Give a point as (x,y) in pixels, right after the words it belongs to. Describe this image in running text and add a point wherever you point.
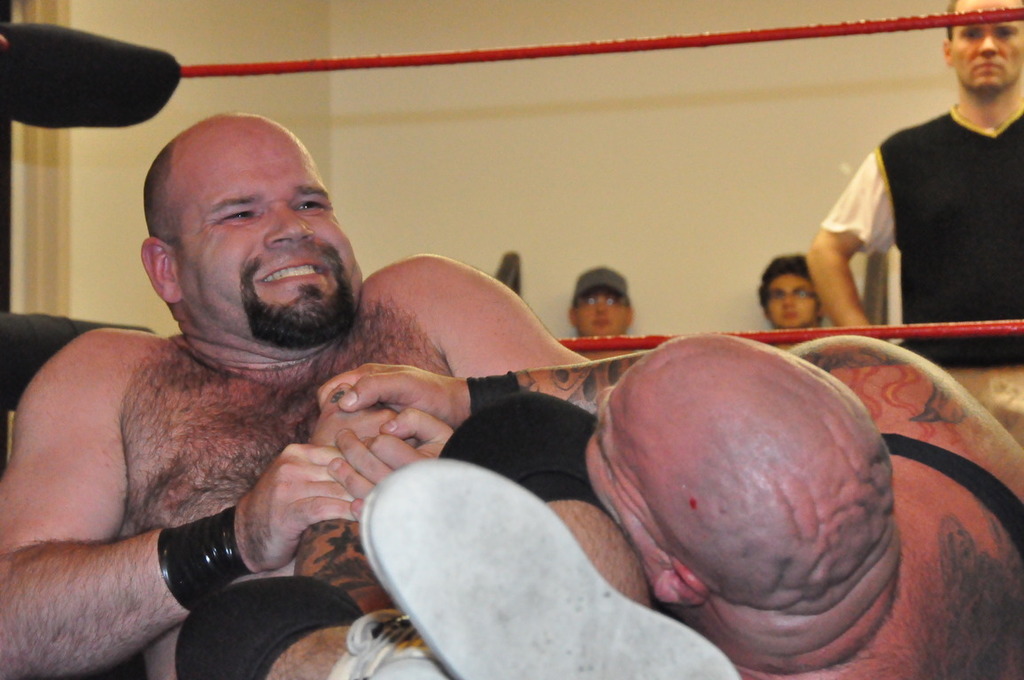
In the image in the center (442,379) we can see two persons (489,462) were wrestling in the wrestling ring (54,67). And the left side person (291,456) is smiling, which we can see on his face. In the background (318,136) there is a wall (491,98), one person (1015,136) standing, two persons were sitting and few other objects (3,407).
